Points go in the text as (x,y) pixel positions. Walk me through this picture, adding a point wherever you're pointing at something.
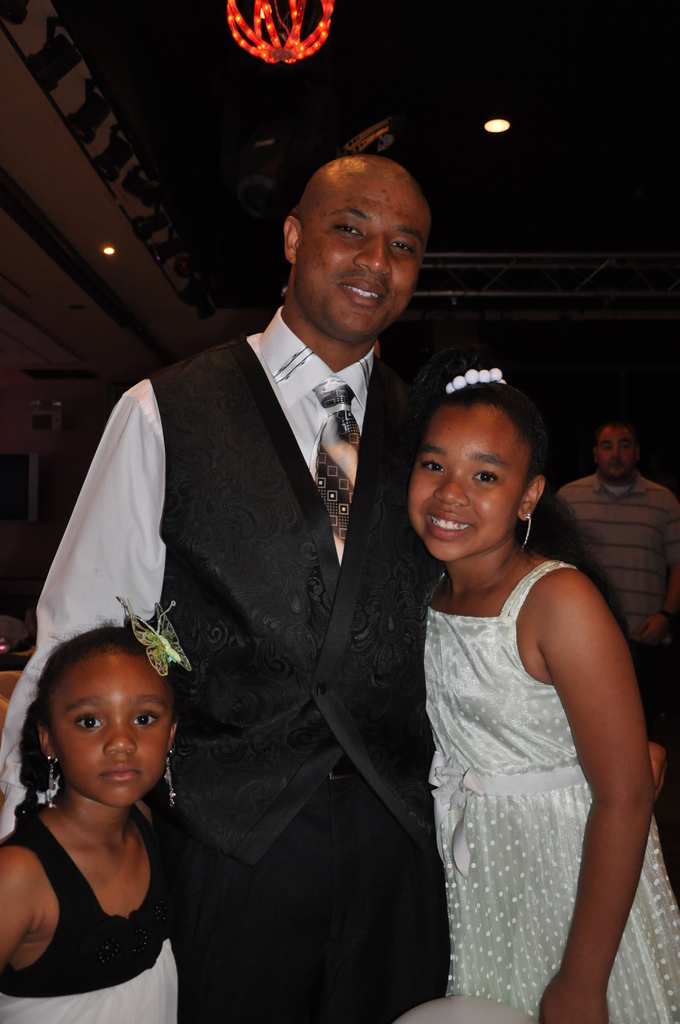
In this image there is a man (244,451) posing for the camera with two kids (543,708) is having a smile (371,288) on his face (387,300), behind the person (361,288) there is another person (630,507), at the top of the image (274,52) there is a lamp (287,54).
